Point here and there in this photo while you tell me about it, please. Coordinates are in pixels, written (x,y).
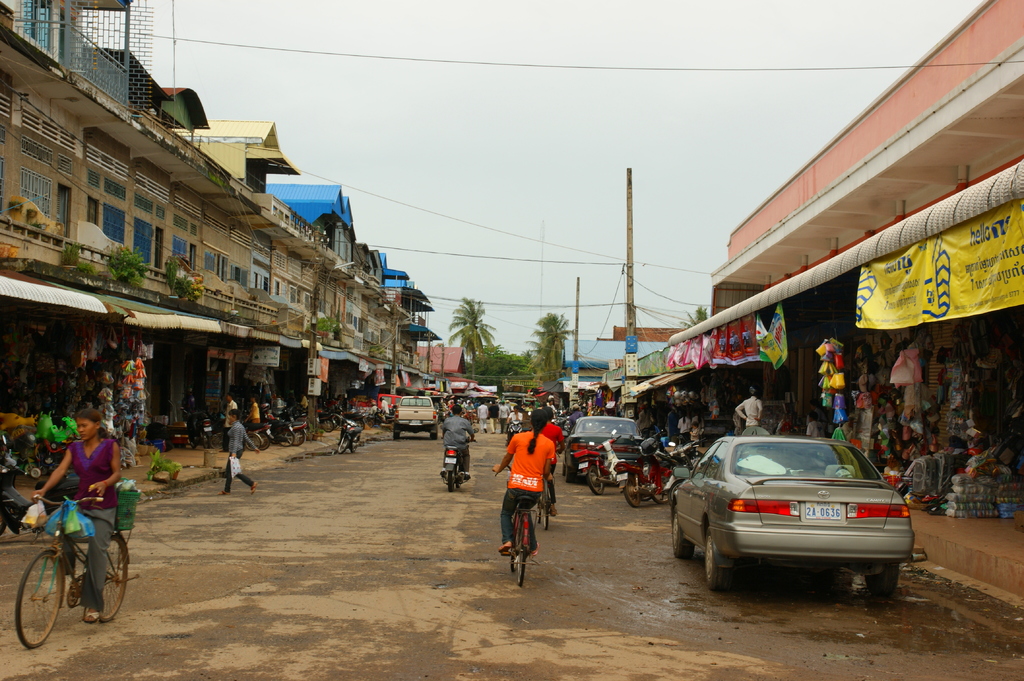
As we can see in the image there are buildings (884,232), banners (1001,251), trees (546,339), cars (617,440), motorcycles (662,459), bicycles (108,583) and few people (530,437) here and there. On the top (722,55) there is sky (724,52).
